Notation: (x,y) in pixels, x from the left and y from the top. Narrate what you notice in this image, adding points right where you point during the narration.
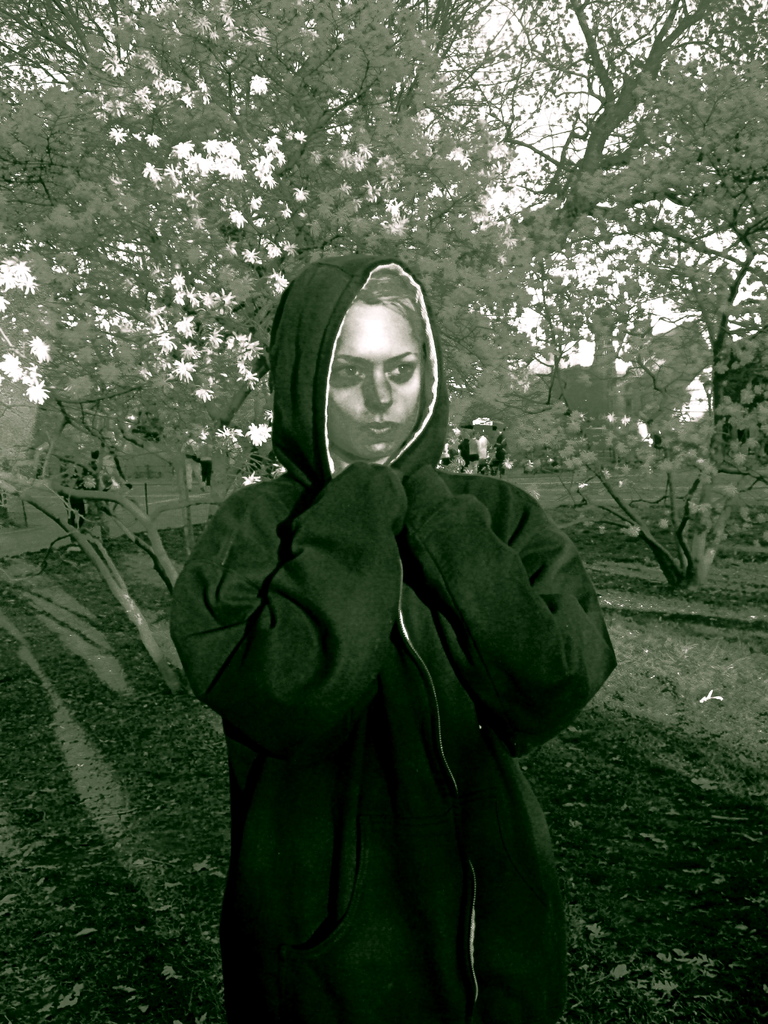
Here in this picture we can see a woman (326,810) standing on the ground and we can see she is wearing jacket (318,475) and behind her we can see the ground (204,735) is fully covered with grass (651,721) and we can also see plants (245,153) and trees (468,309) present and we can see some flowers (225,153) present on the trees (259,215).
